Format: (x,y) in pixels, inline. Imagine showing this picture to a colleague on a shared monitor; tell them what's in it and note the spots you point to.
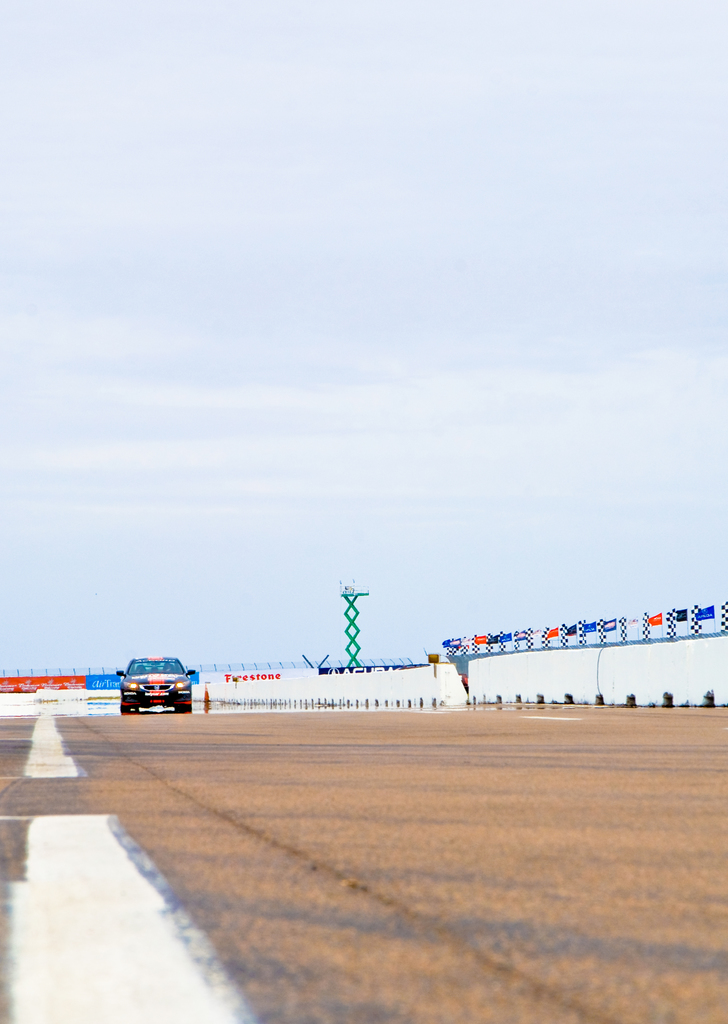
In this image we can see a vehicle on the road (172,731), there are some boards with text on it, also we can see some flags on the wall (612,657) and there is a tower (358,587), in the background (364,309) we can see the sky (370,278).
